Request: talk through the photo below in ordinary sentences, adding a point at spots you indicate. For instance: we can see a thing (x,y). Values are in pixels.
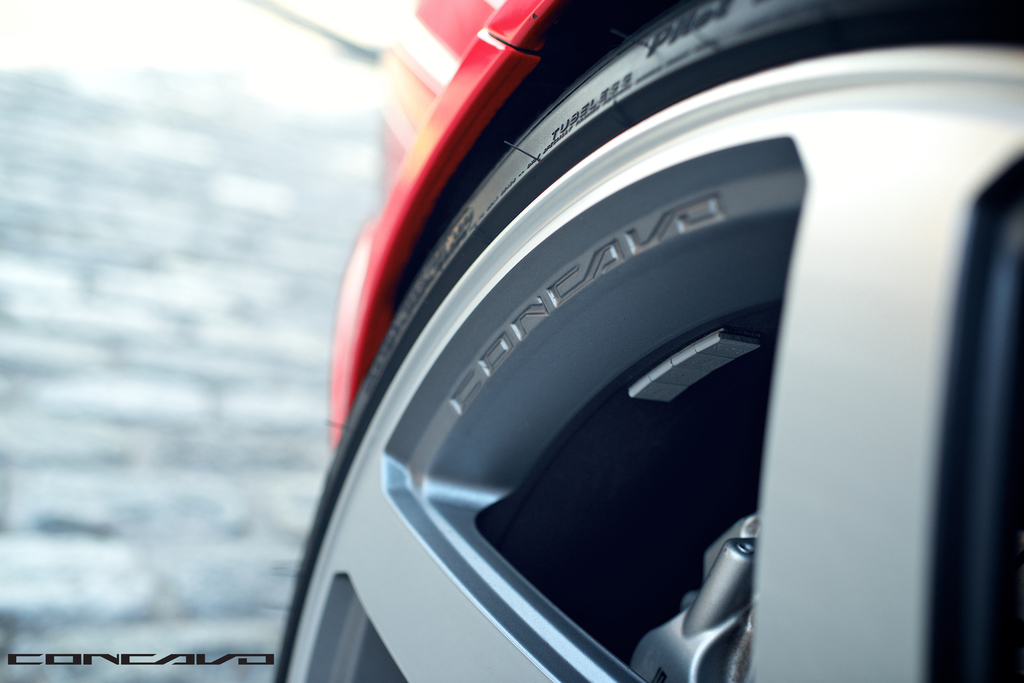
In this image, this looks like a vehicle wheel (776,86). This is a tyre (828,32), which is attached to the spokes (837,527). The background (304,419) looks blurry. This is the watermark (100,658) on the image.
